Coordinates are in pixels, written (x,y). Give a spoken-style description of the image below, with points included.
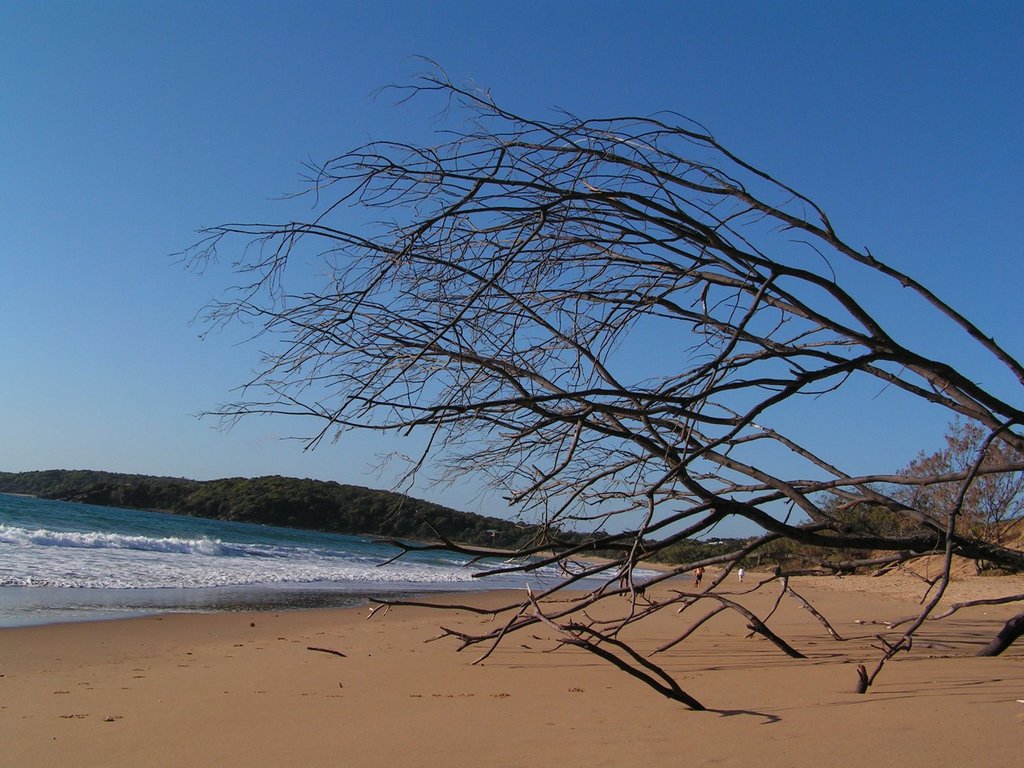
On the right (876,563) there are trees (860,551) and sand (567,716). In the center of the picture (399,511) there are hills (166,493) and water body (266,530). Sky (141,106) is sunny.
